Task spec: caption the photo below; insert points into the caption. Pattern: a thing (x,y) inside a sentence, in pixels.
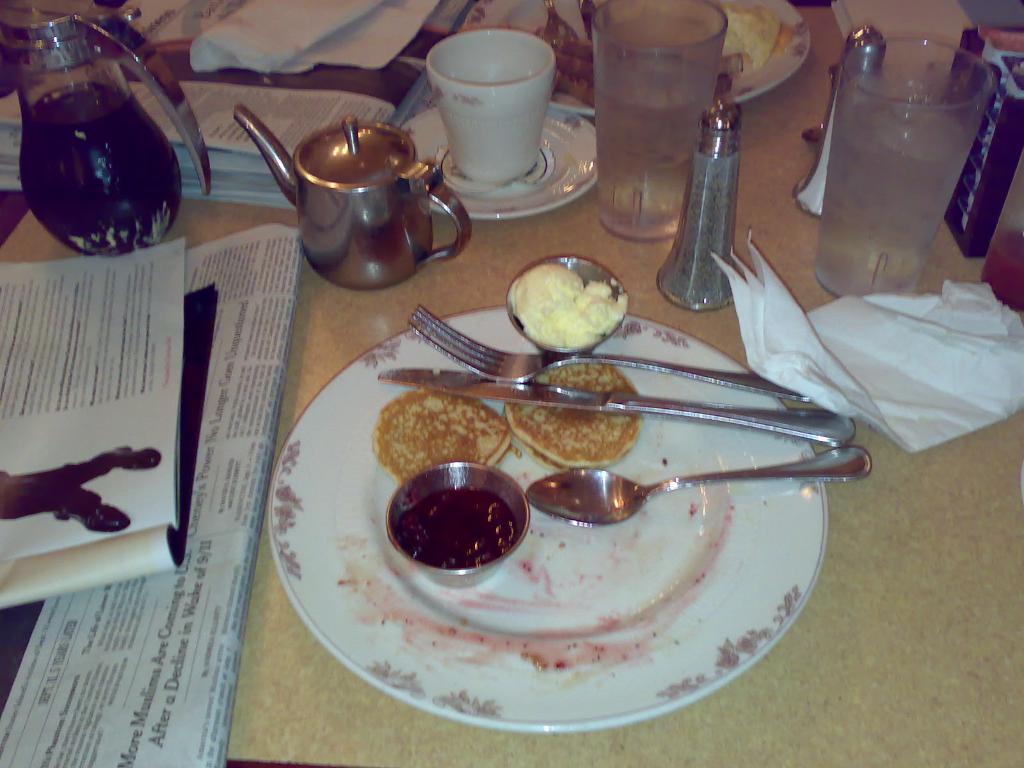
In this image I can see few food items (576,431) in the plate (601,538) and in the bowls (500,554) and the food items (591,334) are in brown, cream and white color and I can also see the spoon (604,506), fork (661,368), knife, few papers (178,376), glasses (652,112) and few objects (782,326) on the cream color surface (889,697).
